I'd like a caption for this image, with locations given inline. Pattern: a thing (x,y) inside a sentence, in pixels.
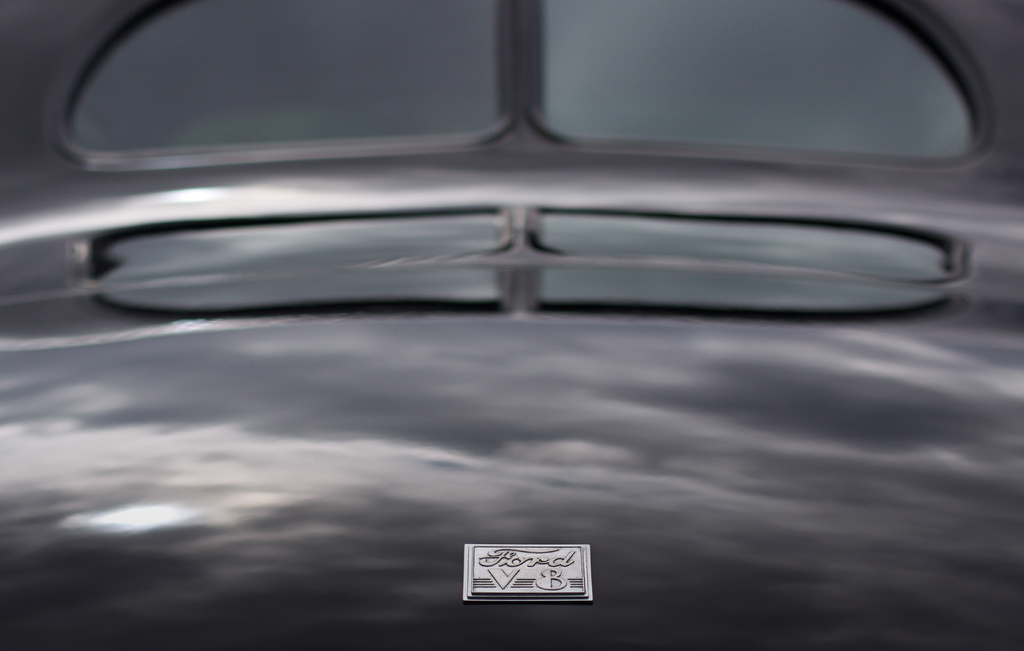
In this image I can see the vehicle (404,223). I can see the reflection (352,454) of clouds (340,440) and sky (378,418) on the vehicle (382,413).
